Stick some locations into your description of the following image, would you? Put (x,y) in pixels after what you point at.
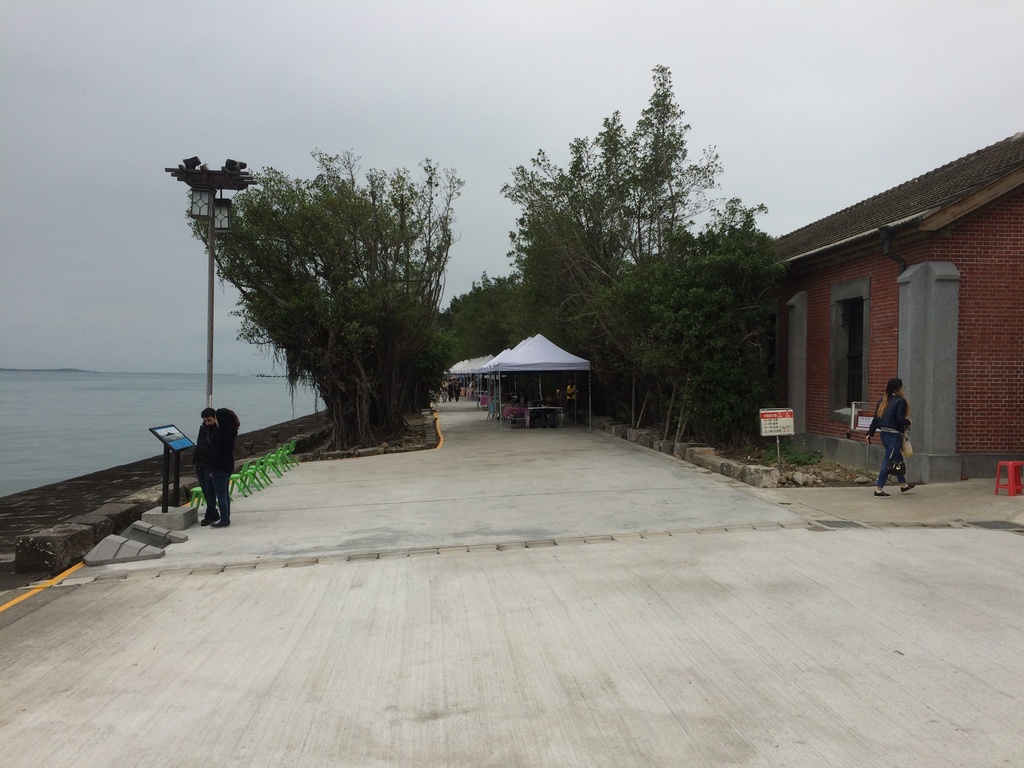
In this picture I can see a house (865,337) and few trees (615,390) and I can see few tents (498,361) and tables (532,406) under it and I can see a woman (903,490) walking holding a handbag (894,466) in her hand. I can see couple of them standing and hugging near a board (167,438) and I can see lights (215,200) to the pole (212,273) and a stool (1011,480) and I can see water (155,375) and a cloudy sky (391,151).
